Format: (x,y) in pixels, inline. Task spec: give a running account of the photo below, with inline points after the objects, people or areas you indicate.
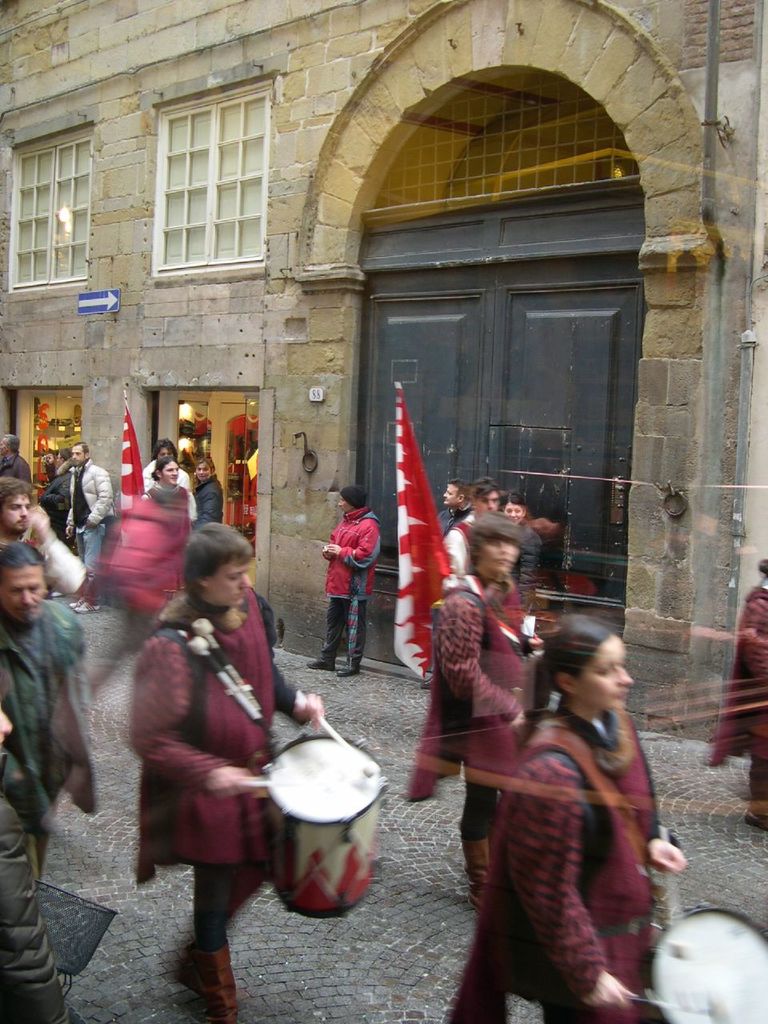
In this picture here we can see a person (175,737) holding drums (321,792) and playing them and he is also playing drums (374,809) while walking and in front of him we can see girl (553,957) playing another set of drums (701,964). And here is another person (484,634) may be playing drums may be the musical troupe (494,607). And here we can see some persons (522,506) watching them. And we can see some people (6,593) watching them and following them. And here we can see the direction board (117,296) and building (402,251) behind it.
